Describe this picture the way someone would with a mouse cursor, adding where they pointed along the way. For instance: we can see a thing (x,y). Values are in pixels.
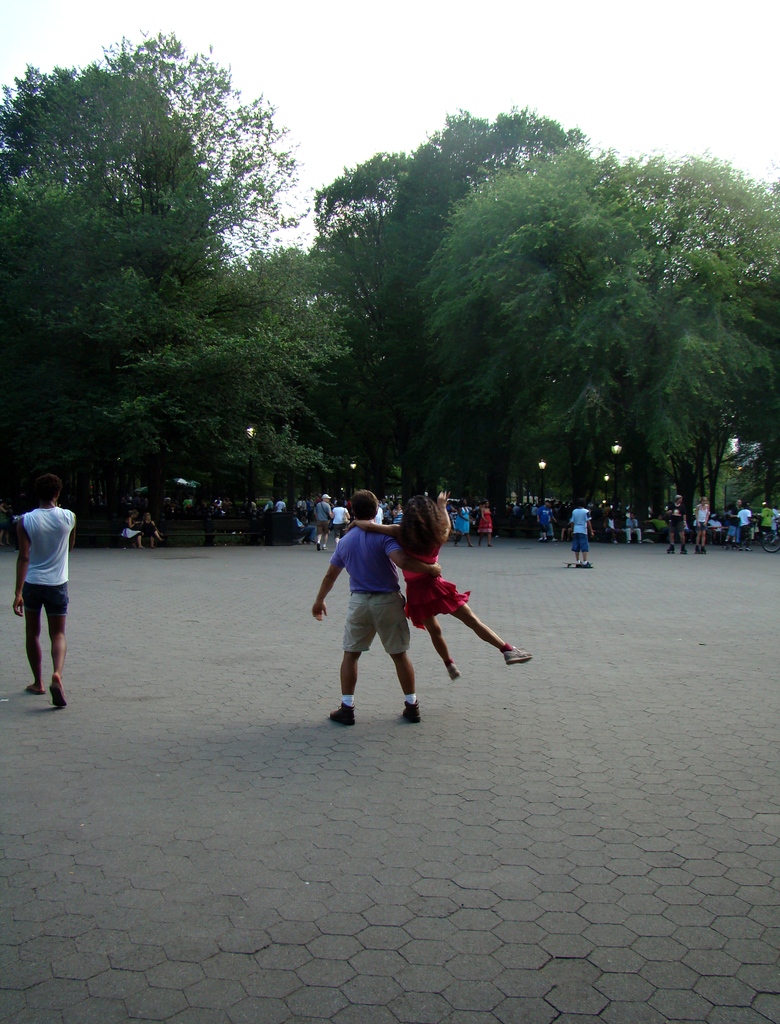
In this image there are a few people (59,586) standing and walking on the path (749,563), at the center of the image (364,632) there is a person (389,601) lifting a girl (406,574). In the background (305,348) there are trees (506,279) and the sky (443,69).
